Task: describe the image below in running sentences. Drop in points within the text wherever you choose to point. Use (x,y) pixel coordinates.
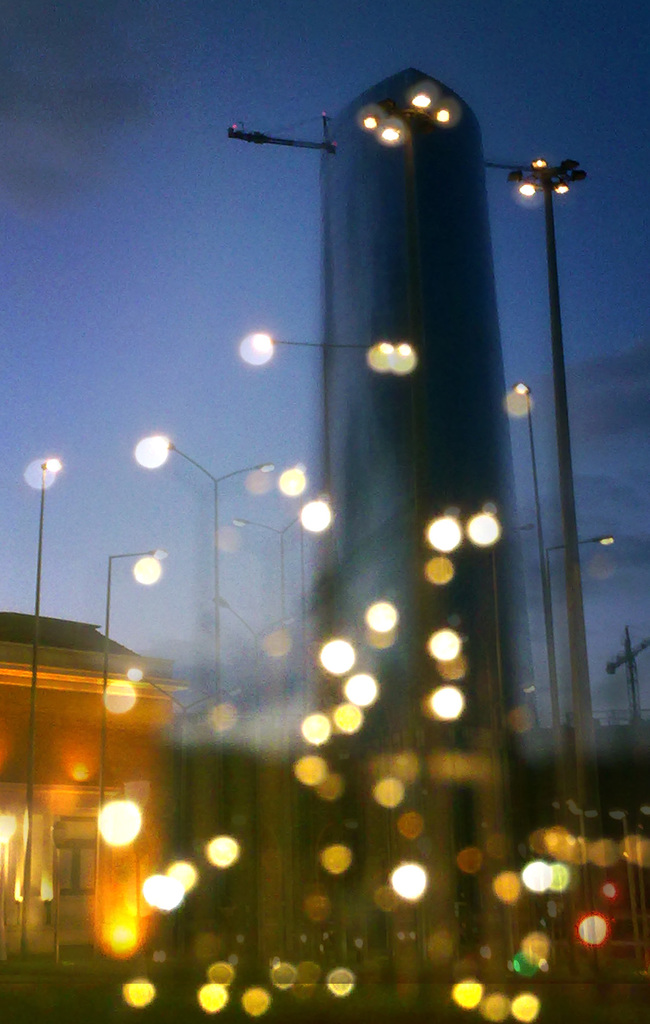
This is slightly blurry picture. I can see a house (145,670), there are poles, lights (7,840), and in the background (298,308) there is sky (607,610).
